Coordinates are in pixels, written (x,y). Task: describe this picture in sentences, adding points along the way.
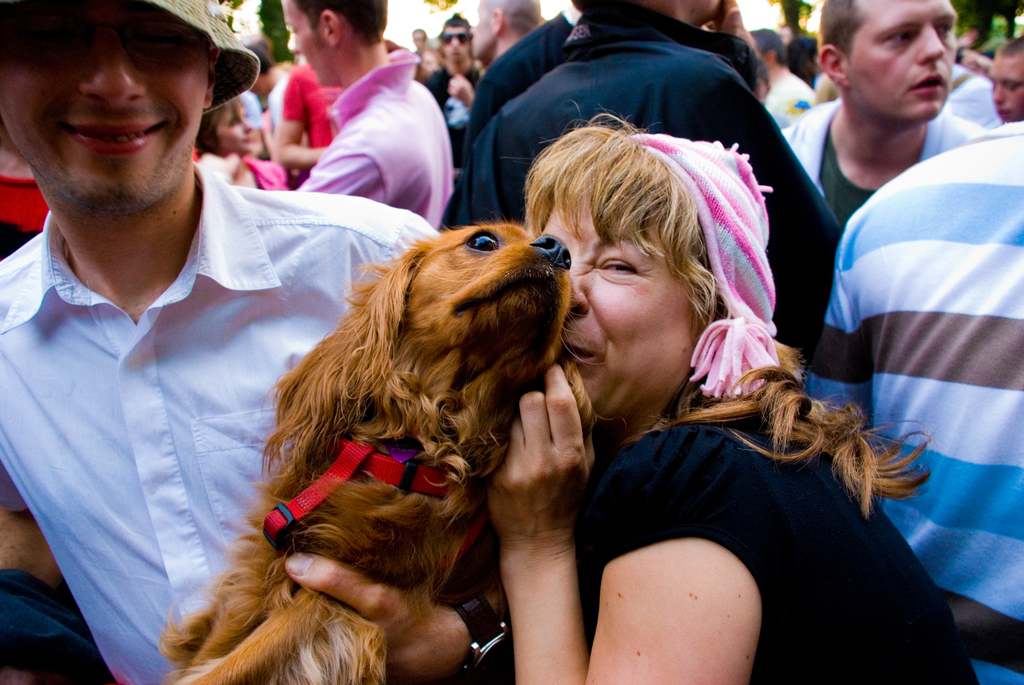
Group of people (497,117) standing and these two persons (731,373) holding dog (478,380) and wear cap (181,1) and this person (139,176) smiling.
